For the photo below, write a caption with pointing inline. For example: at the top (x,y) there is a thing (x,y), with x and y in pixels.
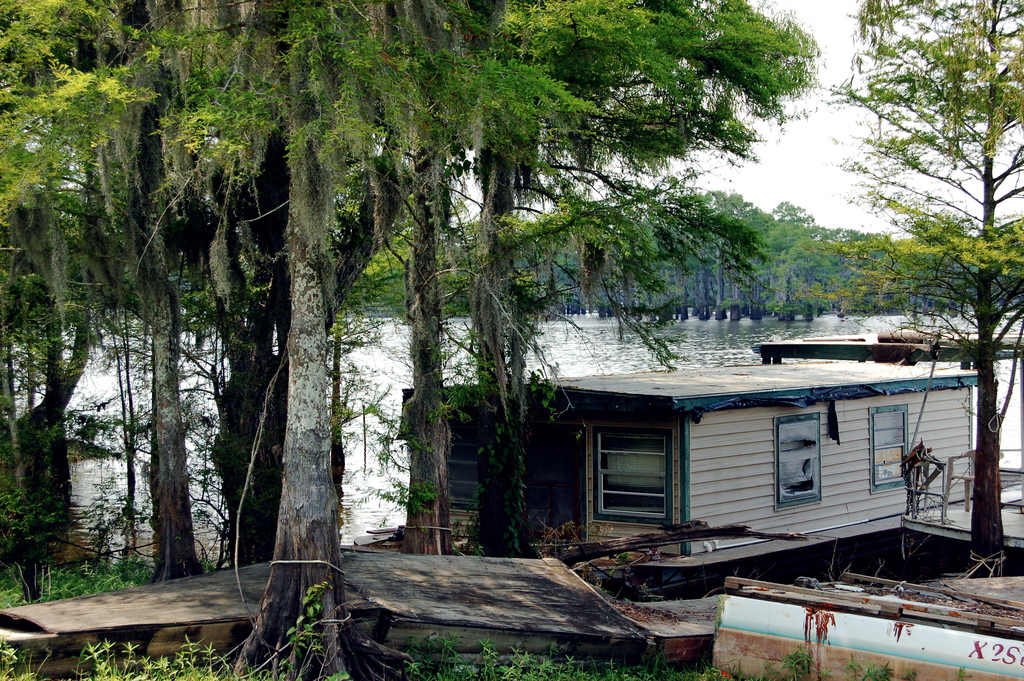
In the picture I can see a boat (692,466) on the water (655,352). I can also see trees (430,371), the grass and some other objects (745,611). In the background (816,172) I can see the sky (823,153).
